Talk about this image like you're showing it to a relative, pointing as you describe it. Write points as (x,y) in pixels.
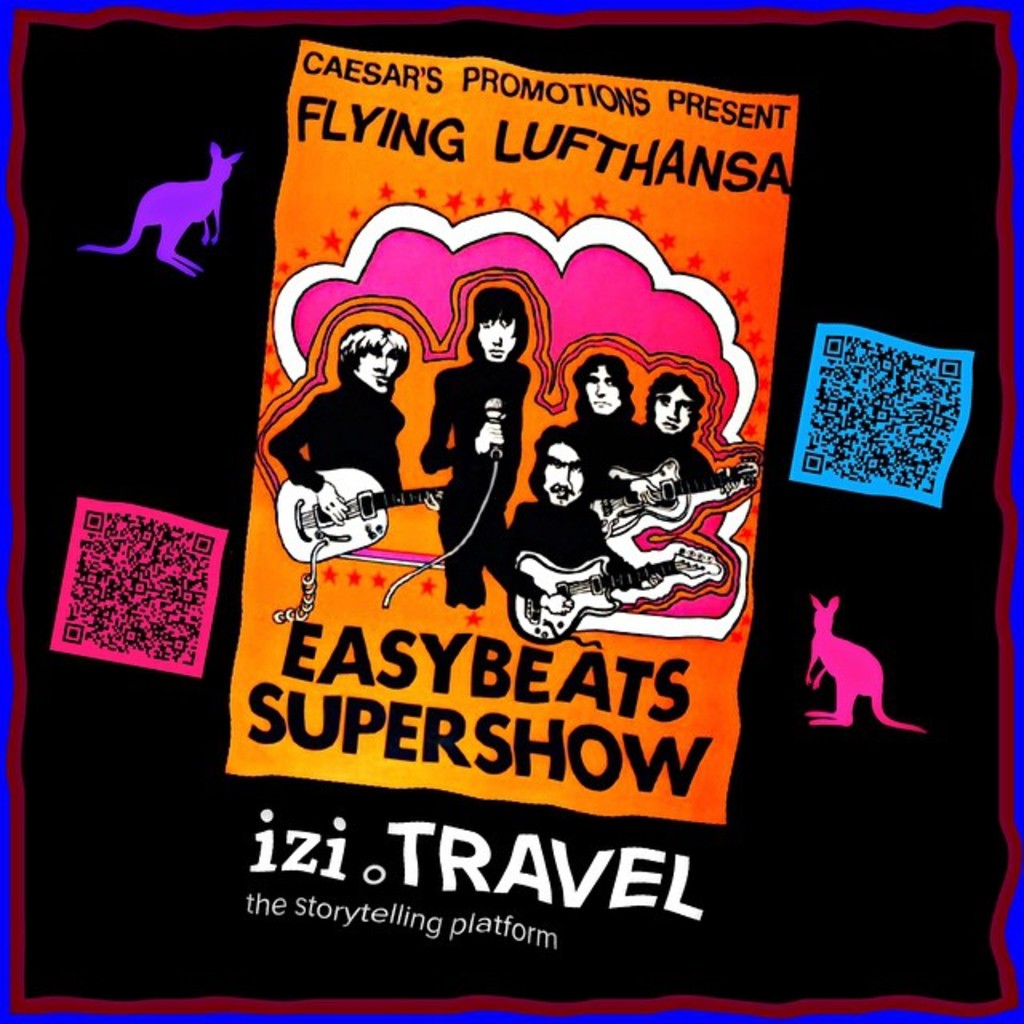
This might be a poster, in this image there is a text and there are some people (569,532), guitar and animals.
